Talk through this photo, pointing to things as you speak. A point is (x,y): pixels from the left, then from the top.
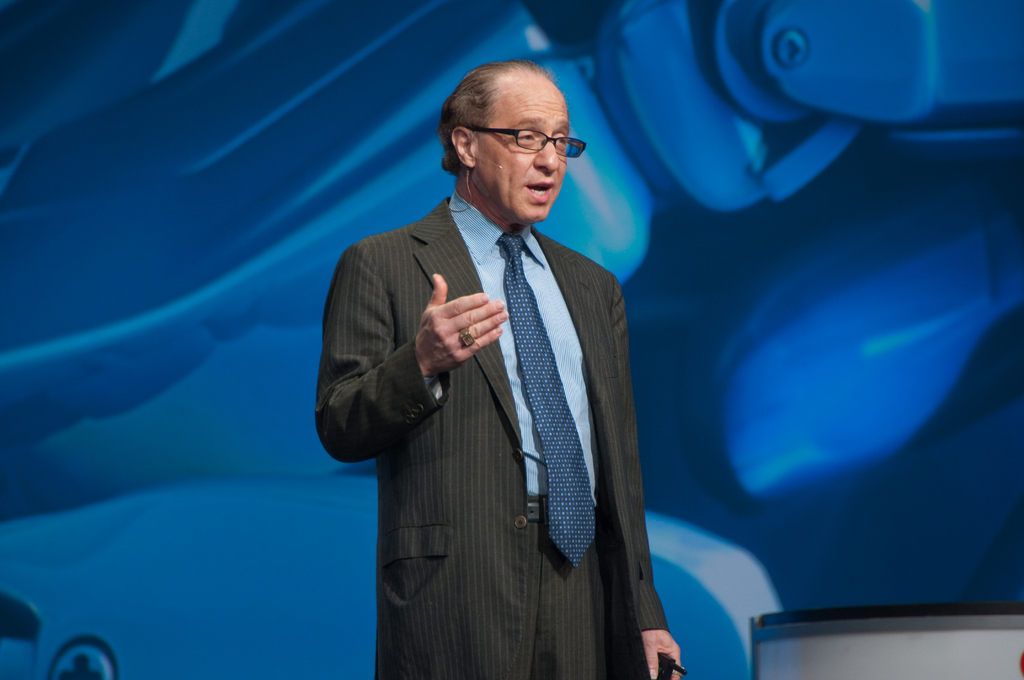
In this image, I can see a person (516,554) standing. In the background (204,199), it looks like a board (787,403). In the bottom right corner of the image (785,638), I can see an object (918,642).
